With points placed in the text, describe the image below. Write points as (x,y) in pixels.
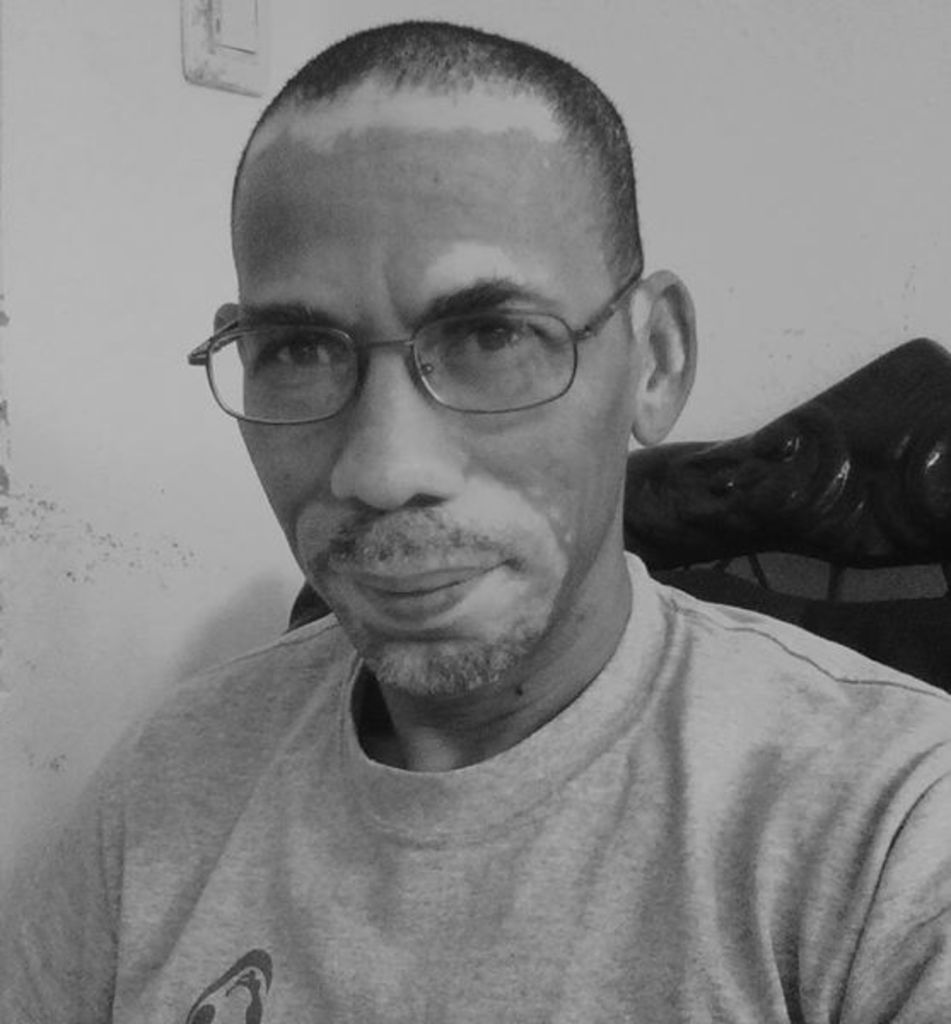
This is a black and white picture, in this image we can see a person (668,796) sitting on the sofa (853,565) and also we can see the wall (179,74) with switch board (235,14).
